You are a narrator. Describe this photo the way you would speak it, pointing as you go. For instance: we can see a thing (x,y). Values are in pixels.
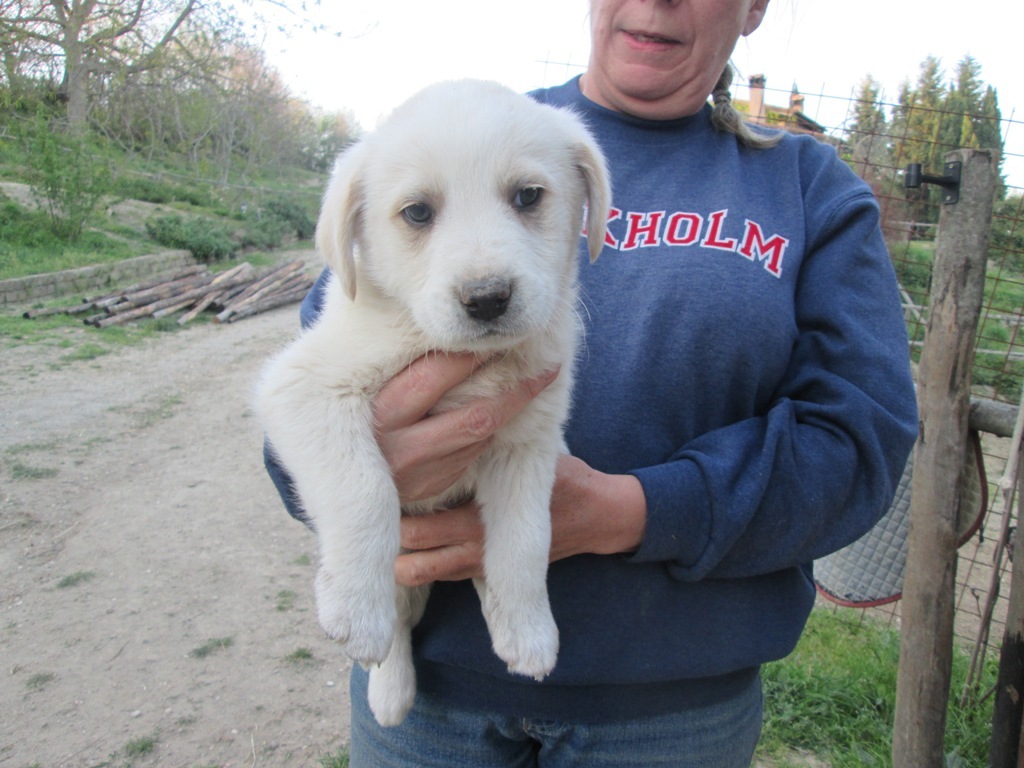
Here in this picture we can see a person (592,318) holding a puppy (452,305) in her hand (470,520) and behind her we can see a fencing (897,243) present and we can see wooden poles (251,309) and sticks (206,290) present over there and we can see plants (118,186) and trees (190,105) present all over there.
